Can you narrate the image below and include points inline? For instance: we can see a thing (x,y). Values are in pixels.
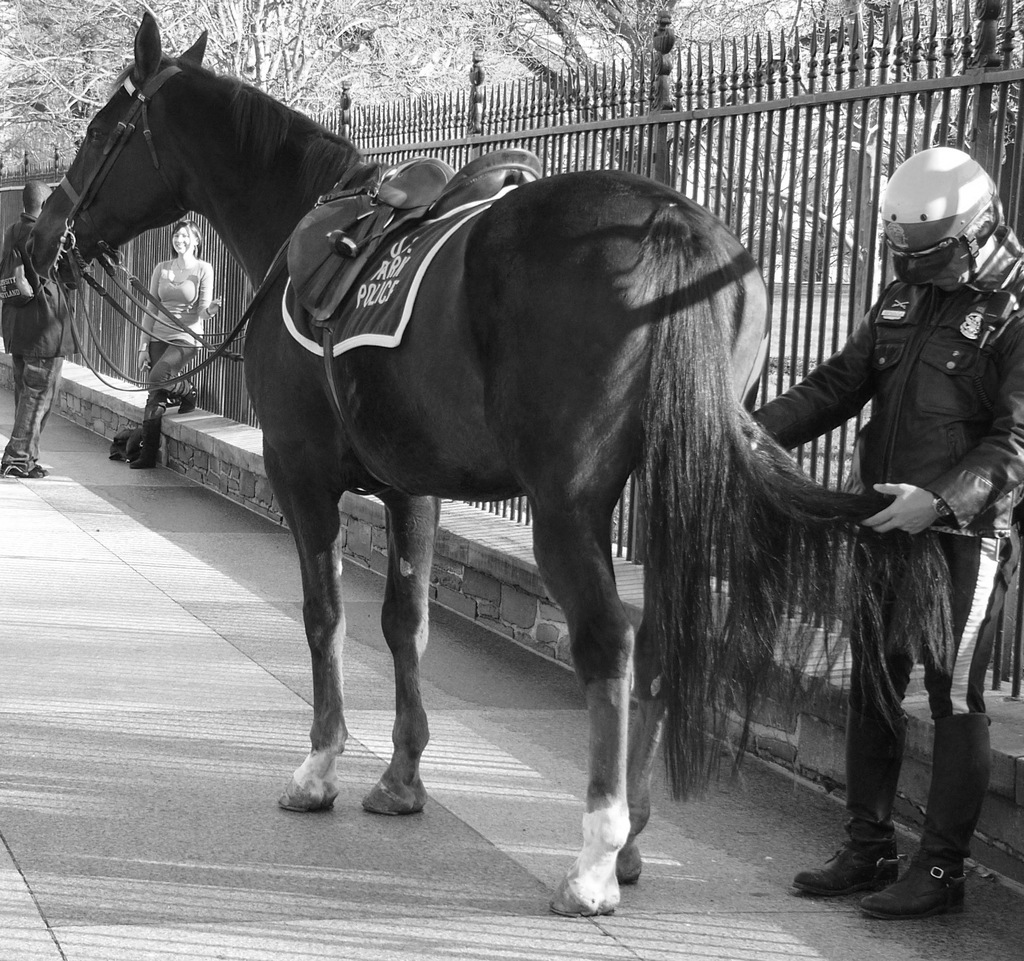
In this image, we can see horse (541,450). And the right side (982,420), a human (981,435) is standing. He wear a helmet (943,205) on his head (952,196). And here walk way (198,831). Here woman (171,296) is standing near fencing (534,131). On the left side (24,331), another human (19,352) is standing. We can see trees (487,27) at the background (417,47).
